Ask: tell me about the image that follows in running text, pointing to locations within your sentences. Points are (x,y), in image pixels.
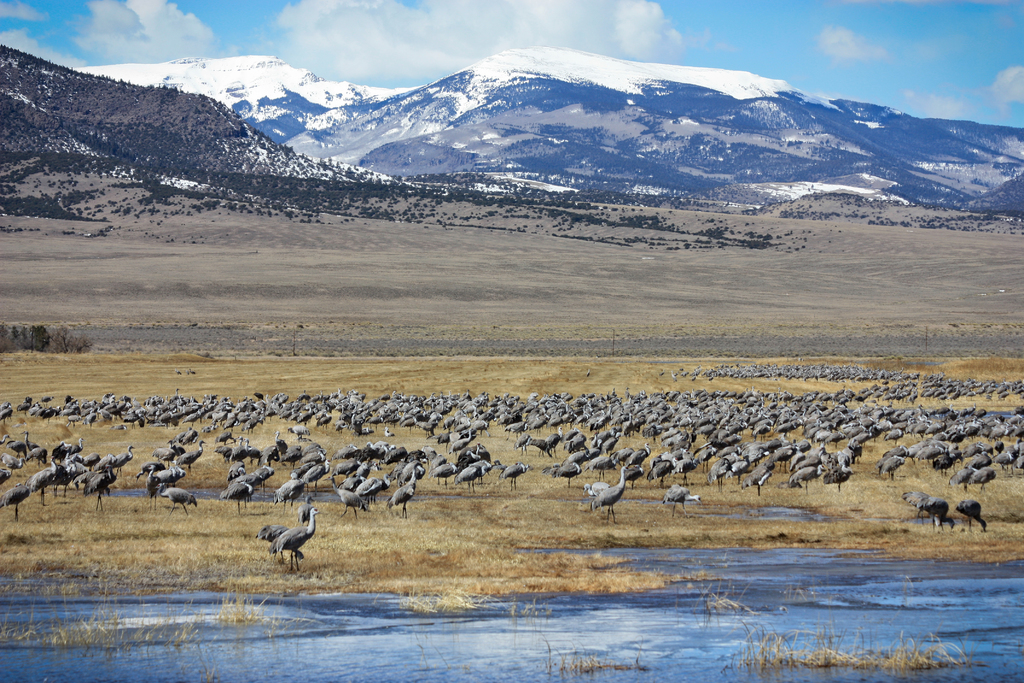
In this picture we can see birds (113,474) on the ground (471,558), water (880,607), mountains (54,210) and in the background (179,31) we can see the sky (547,22) with clouds (436,22).
